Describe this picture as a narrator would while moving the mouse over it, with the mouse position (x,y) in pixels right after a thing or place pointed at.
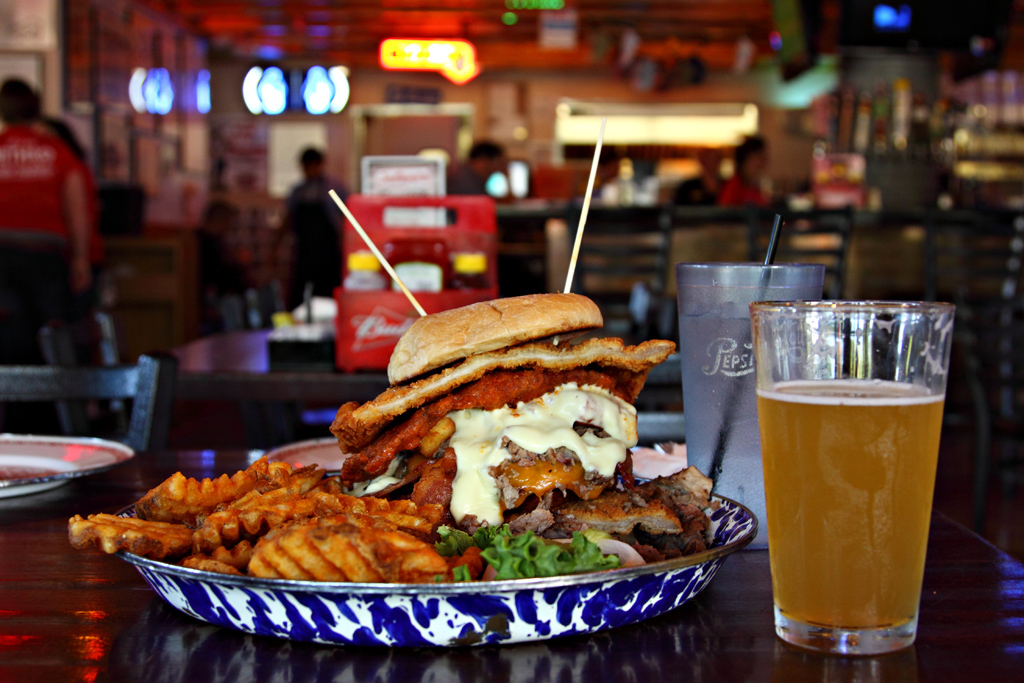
In this image I can see there is some food (403,503) placed on the plate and there is a beverage (827,397) and a glass (744,305) placed on the right side (815,413). In the backdrop (60,263), I can see there are a few chairs (133,382), tables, objects (46,455), persons (28,245) and there are lights (411,59) attached to the ceiling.
